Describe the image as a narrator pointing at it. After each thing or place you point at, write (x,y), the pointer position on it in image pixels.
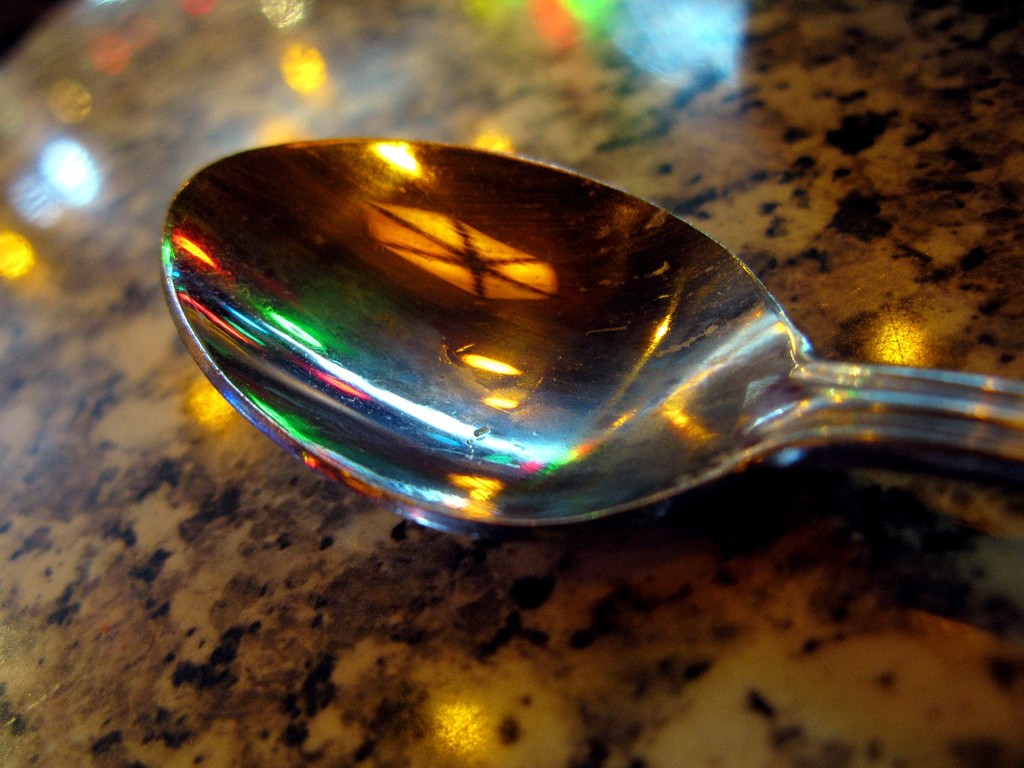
In this picture we can see a spoon (460,455) and reflection of lights (45,180) on a platform (560,19).
